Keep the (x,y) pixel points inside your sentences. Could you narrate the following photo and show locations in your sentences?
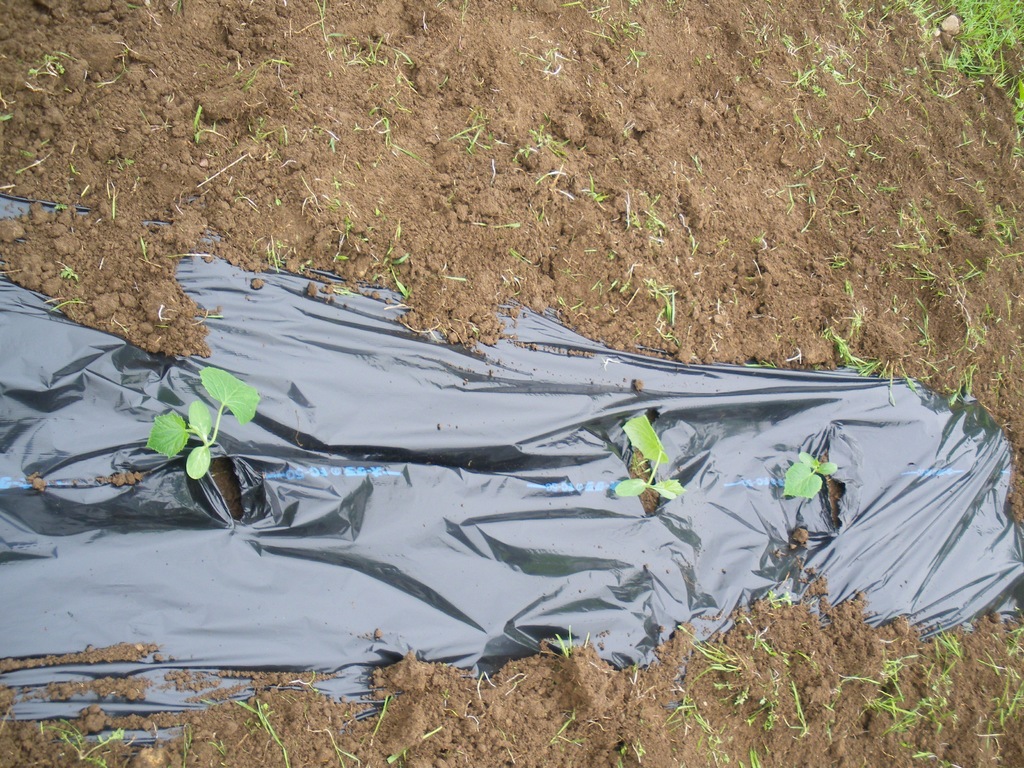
In this picture we can see a sheet (182,357) and plants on the ground (424,216).
